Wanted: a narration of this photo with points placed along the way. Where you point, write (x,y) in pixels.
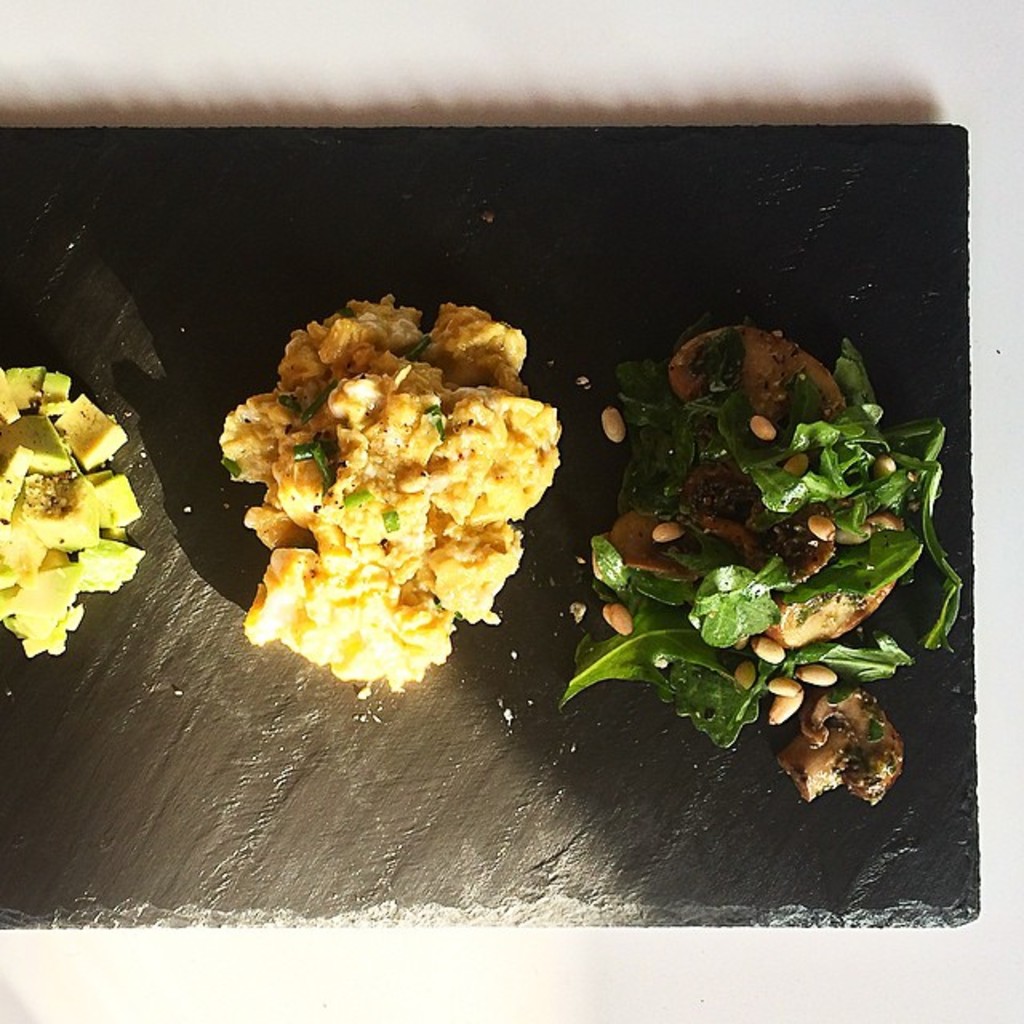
In this picture we can see some food (471,551) which is present on a platform (526,312).
